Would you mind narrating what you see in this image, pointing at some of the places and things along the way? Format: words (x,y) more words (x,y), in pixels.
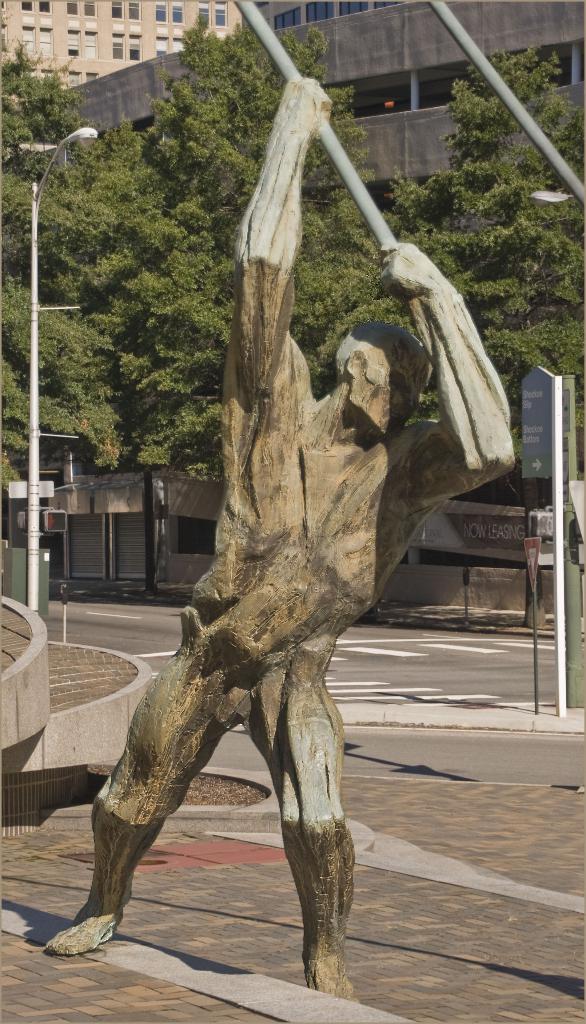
Here we can see a statue (344,496). Background (377,26) there is a light pole (37,328), buildings (343,28), trees (506,278), signboards (530,438), stores (117,556) and hoarding (507,537). To these buildings (259,1) there are windows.
